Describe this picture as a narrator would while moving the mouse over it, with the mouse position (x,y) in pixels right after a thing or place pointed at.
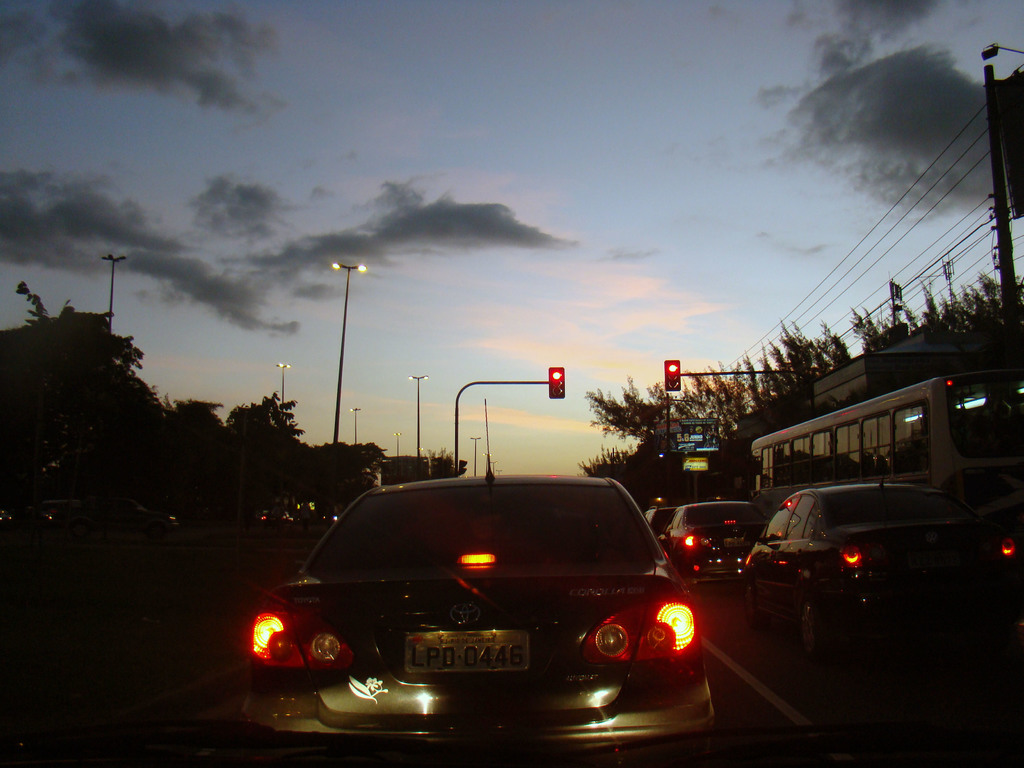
We can see cars (673,528) and bus (811,455) on the road (883,717). Background (623,283) we can see lights (983,54) and traffic signals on poles (1012,355) and we can see sky (383,181).
